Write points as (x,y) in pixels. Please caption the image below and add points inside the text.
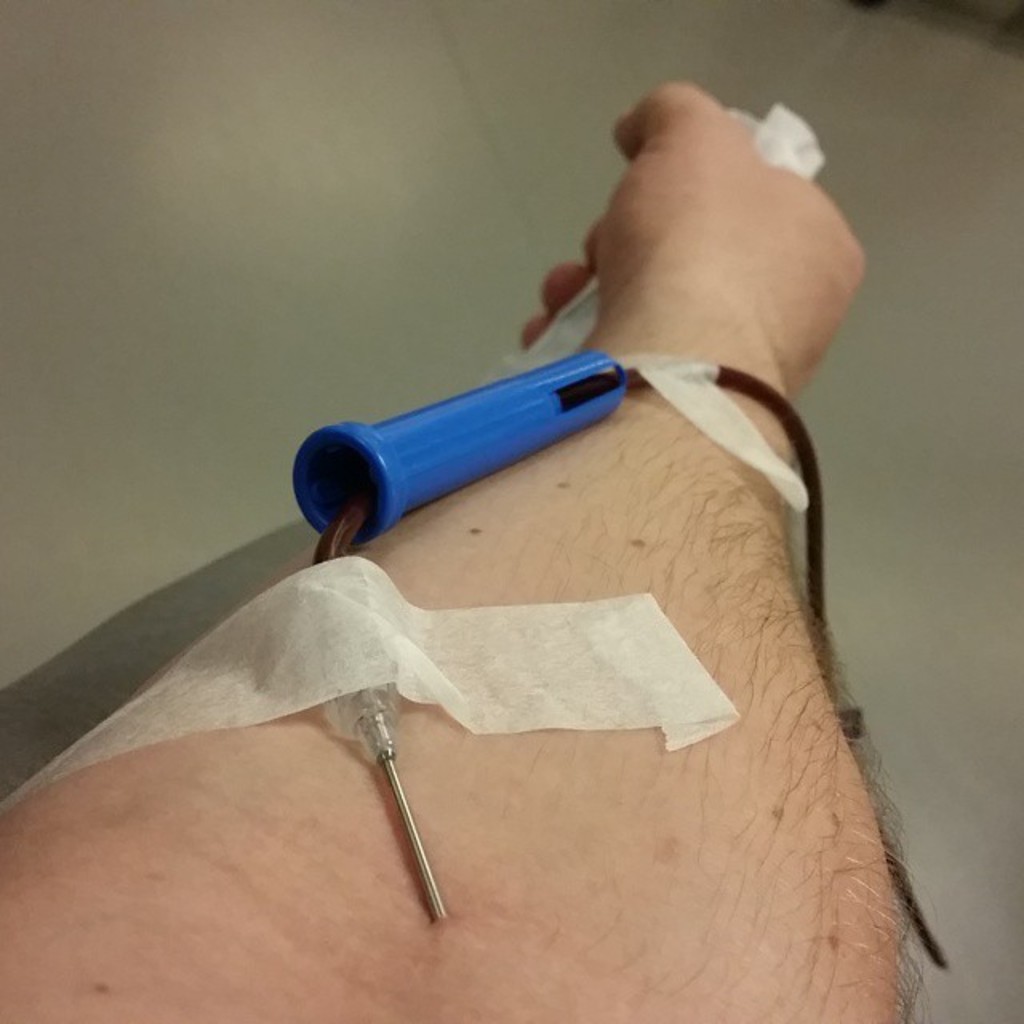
Background (508,284) portion of the picture is in grey color. In this picture we can see a person's hand (731,164) holding a white object (776,150). We can see a medical equipment (345,490), tapes (707,431) and a dark red pipe (345,541). We can see the needle (429,881) is inserted into the person's skin (422,799).
